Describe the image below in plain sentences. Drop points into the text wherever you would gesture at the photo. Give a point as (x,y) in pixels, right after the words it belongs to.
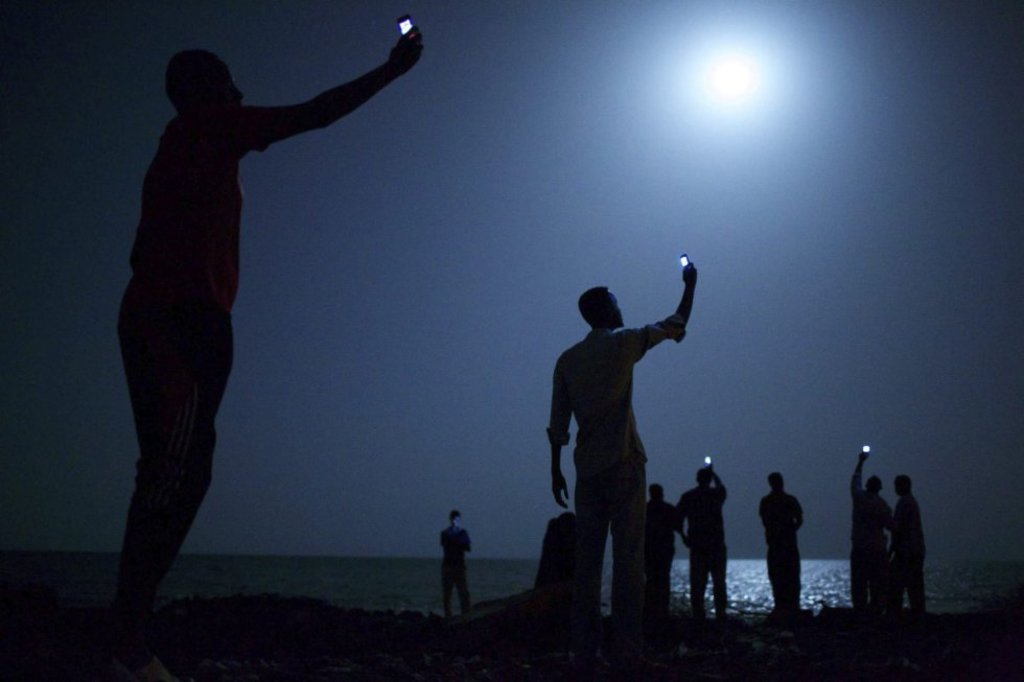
This image consists of few people (192,488) standing on the ground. They are holding mobiles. In the background (338,561), we can see the water (82,561). It looks like it is clicked near the ocean (961,589). At the top (697,187), there is moon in the sky (579,155).
